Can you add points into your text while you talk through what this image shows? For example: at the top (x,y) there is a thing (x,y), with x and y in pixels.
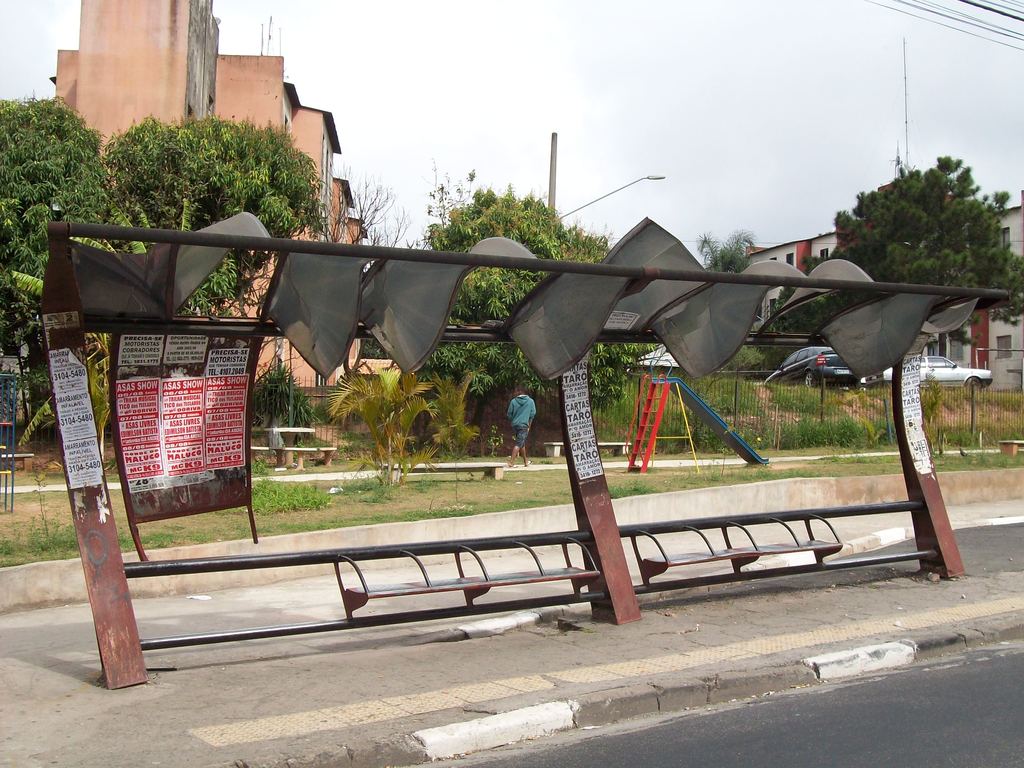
In this image there is a bus stop (105,486), in the background (652,432) there is a playground (468,473) and trees (172,208) and buildings (325,214).
